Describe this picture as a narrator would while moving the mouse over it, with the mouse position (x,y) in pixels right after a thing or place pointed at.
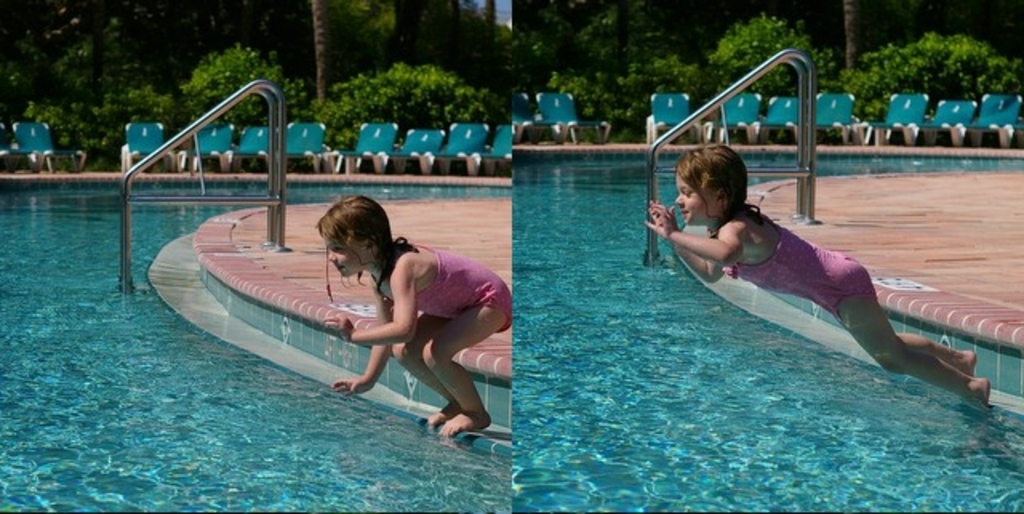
This image is the collage of two pictures and there are empty chairs (314,146) in the pictures and there are trees (366,55) in the background (379,35) and there is a person (378,284) diving in the swimming pool (233,382) and there is a railing (799,123).
